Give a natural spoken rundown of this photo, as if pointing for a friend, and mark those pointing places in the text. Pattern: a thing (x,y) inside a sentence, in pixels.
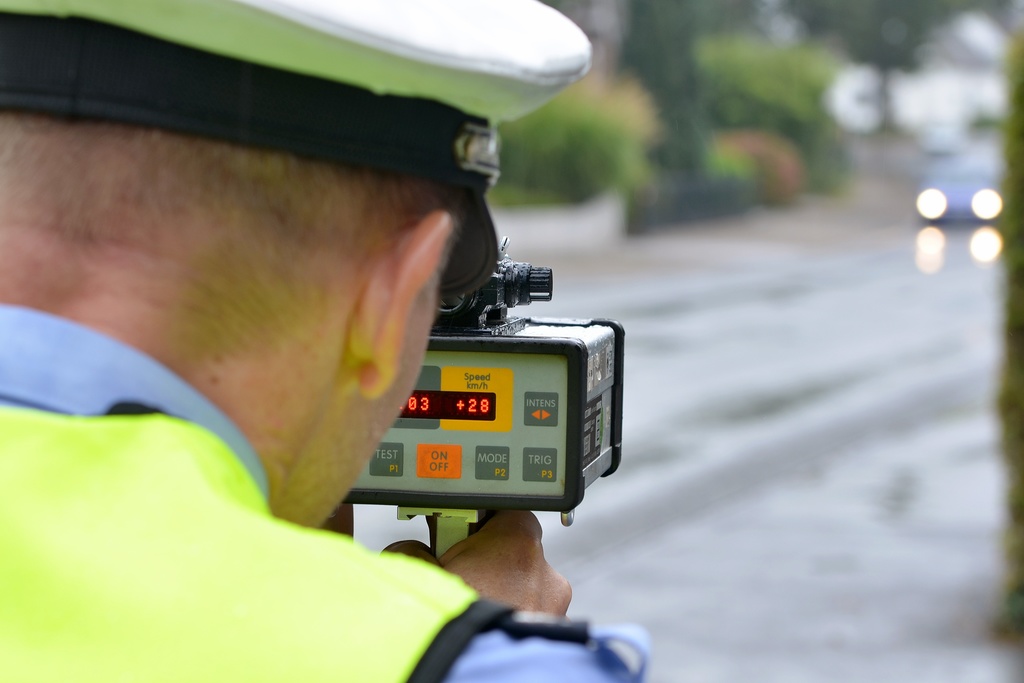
In this picture we can see a person (108,345) with a cap (287,1) and the person (203,505) is holding an object (469,486). In front of the person (313,430) there is a vehicle (932,170) and trees (651,58).
